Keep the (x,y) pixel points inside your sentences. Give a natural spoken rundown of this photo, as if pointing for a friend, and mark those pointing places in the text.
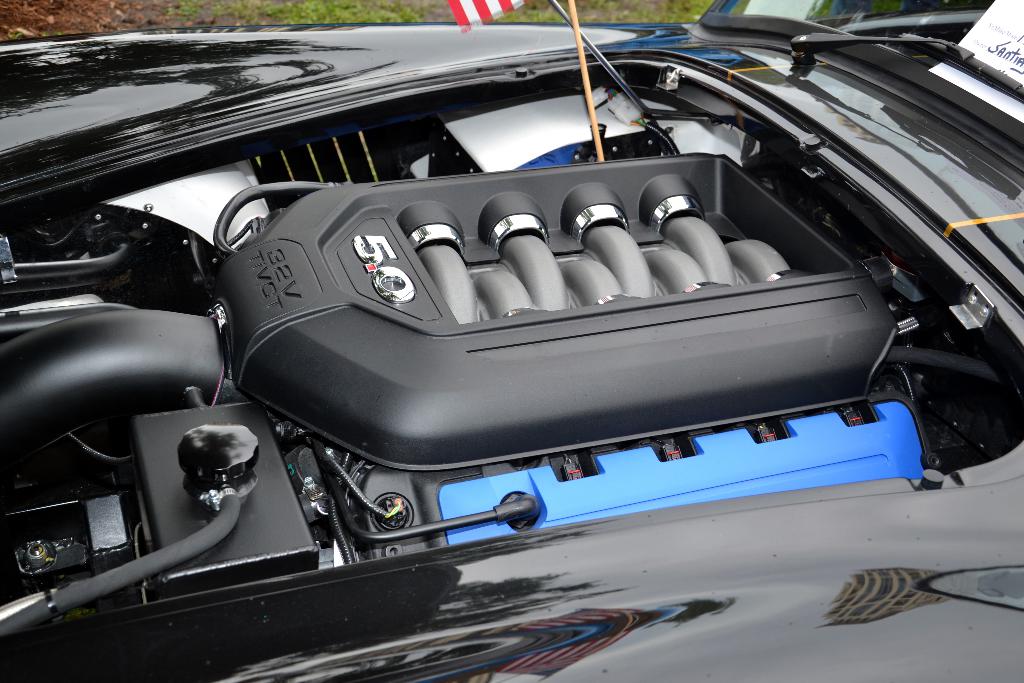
In this image in the foreground (814,267) we can see there is an engine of a black car (352,93) and at the top (424,11) there are some grasses (380,14).
